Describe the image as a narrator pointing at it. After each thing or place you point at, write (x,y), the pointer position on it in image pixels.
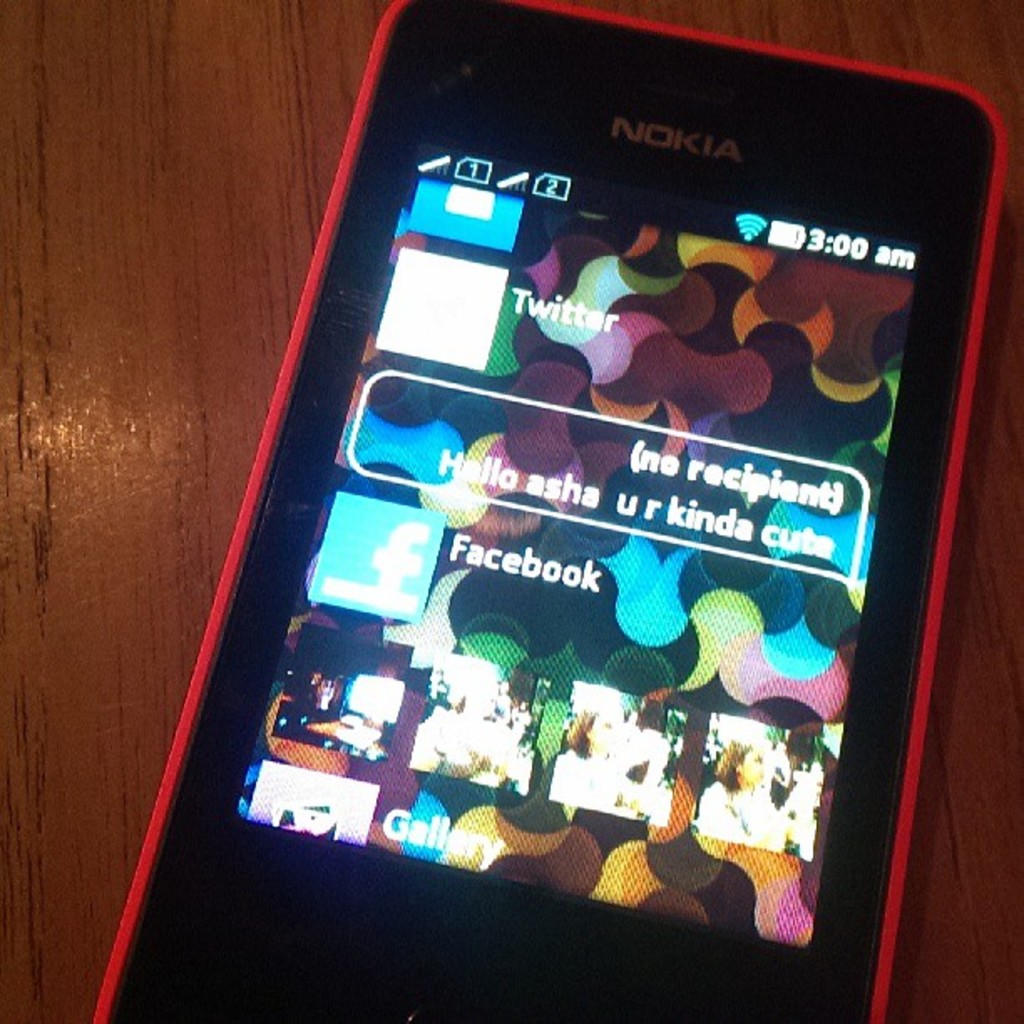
In this image we can see a phone (630,379) on the wooden surface (113,510).
